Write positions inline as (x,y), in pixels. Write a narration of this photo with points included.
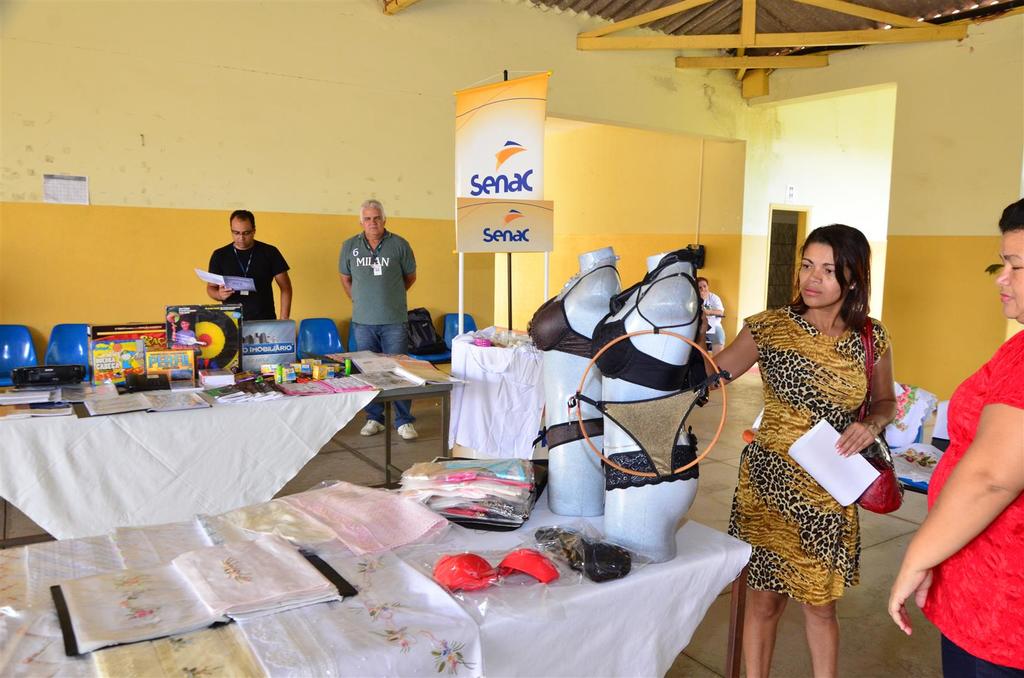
In this image I see a room (870,159) and few people (225,257) over here and there are 2 tables (463,346) and there are few boxes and garments (1,658) placed on it.
